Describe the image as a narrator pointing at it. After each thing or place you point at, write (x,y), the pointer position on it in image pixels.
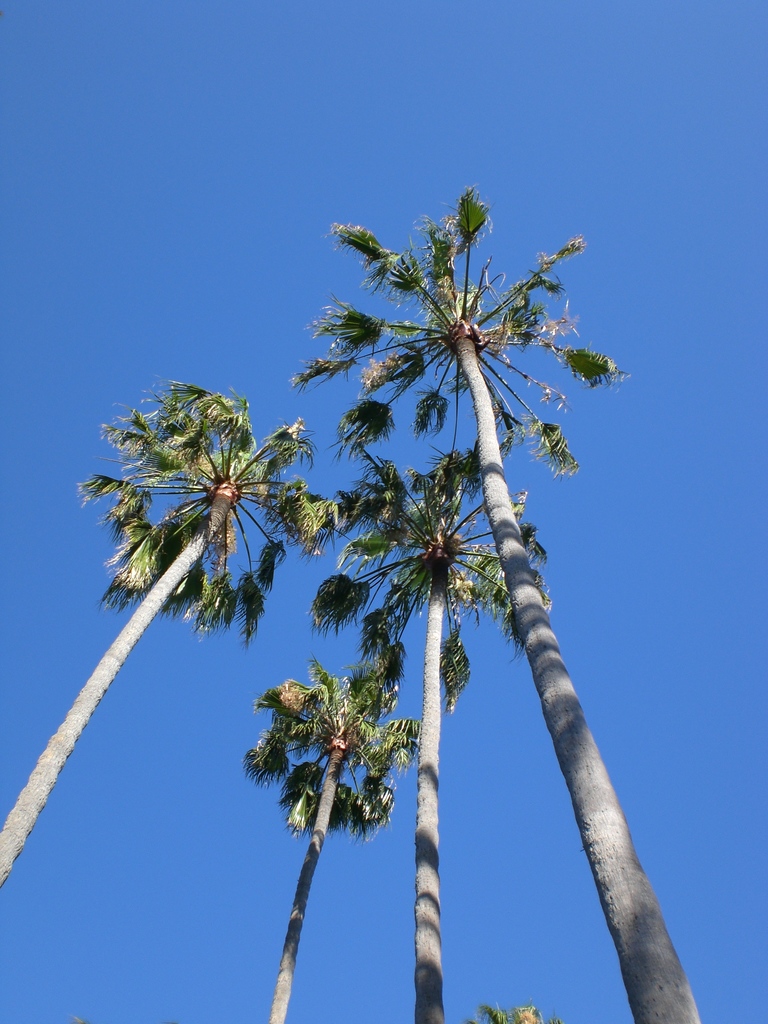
In this image we can see some trees (429,833). On the backside (277,294) we can see the sky (239,280).
